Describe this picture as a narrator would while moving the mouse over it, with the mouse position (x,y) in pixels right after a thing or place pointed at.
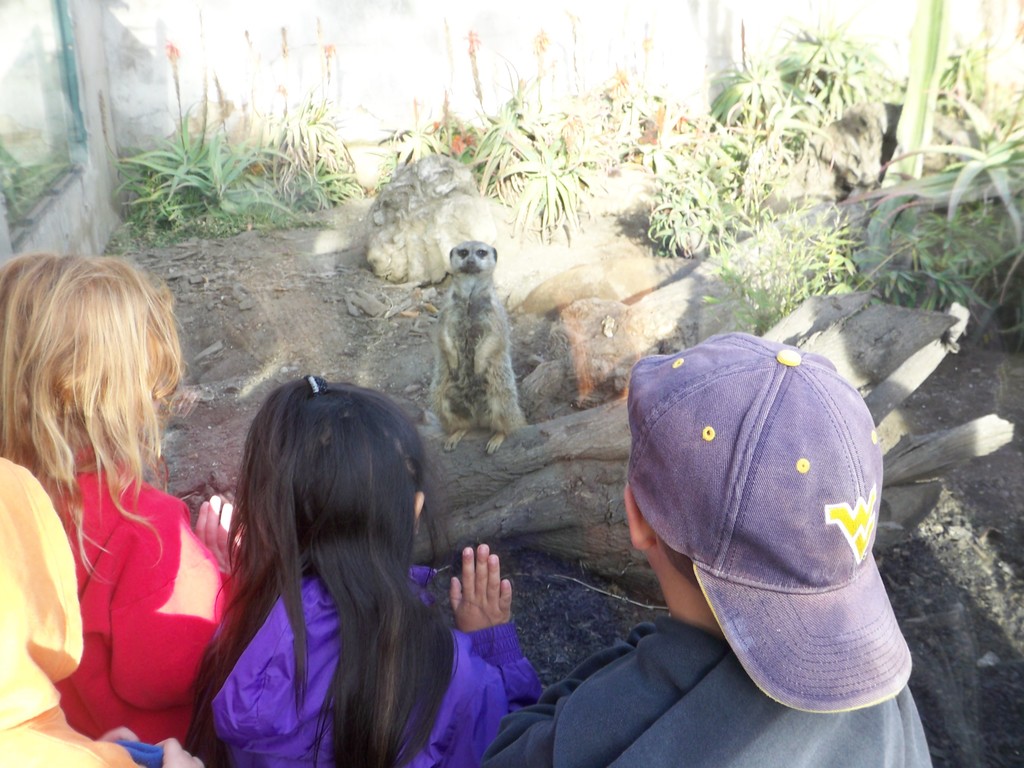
In the middle (490,431) a Meerkat (479,413) is standing on a bark (533,473) of a tree (548,495), here few people (163,548) are looking at this animal (471,363). In the right side (691,212) there are plants (580,177).
